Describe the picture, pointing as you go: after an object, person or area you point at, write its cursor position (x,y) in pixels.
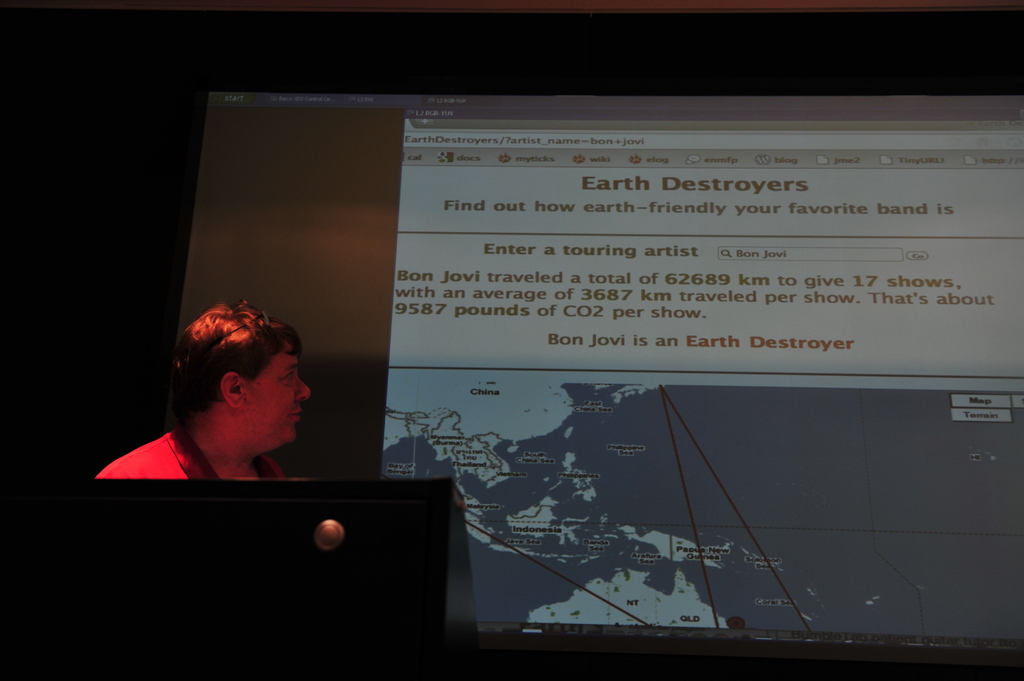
In this image I can see a person (182,442) wearing red color dress (180,441) is standing in front of the podium (270,547). I can see a screen (662,296) and the dark background (10,231).
